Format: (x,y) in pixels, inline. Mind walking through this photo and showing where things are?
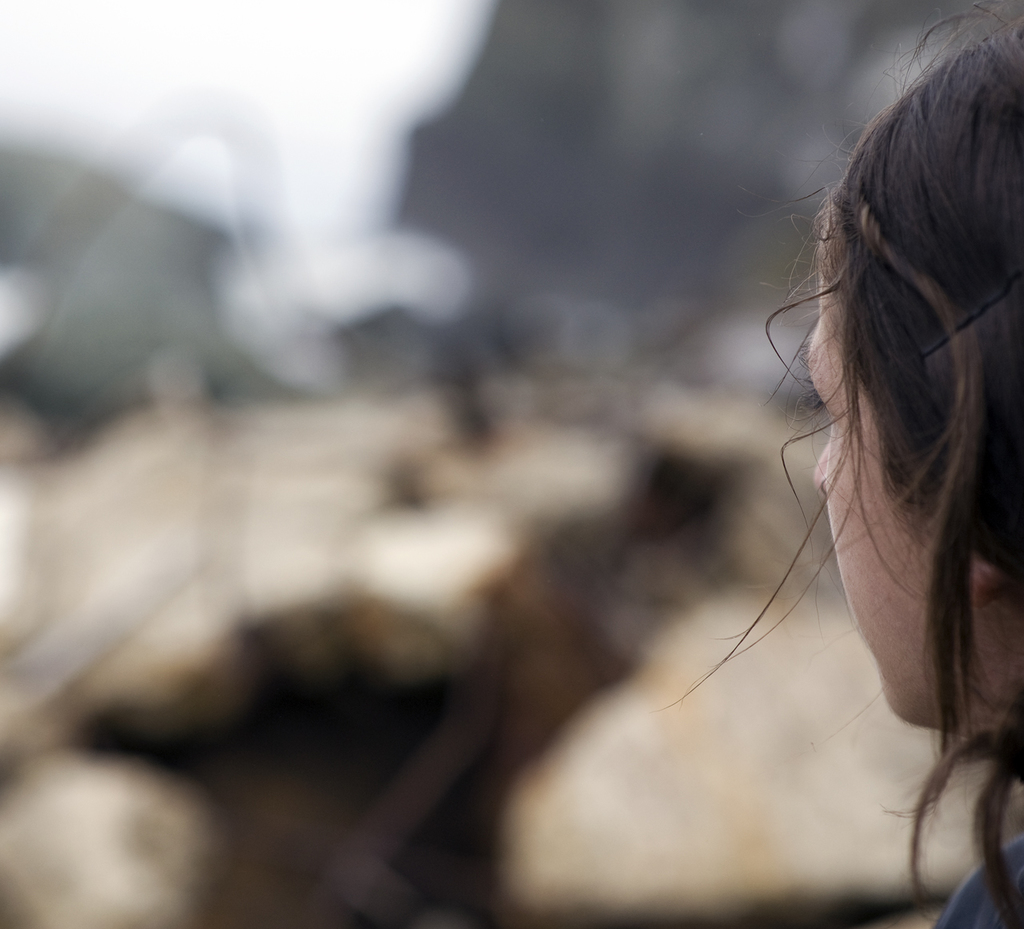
In this image I can see the person (891,614) and I can see the blurred background (55,878).
